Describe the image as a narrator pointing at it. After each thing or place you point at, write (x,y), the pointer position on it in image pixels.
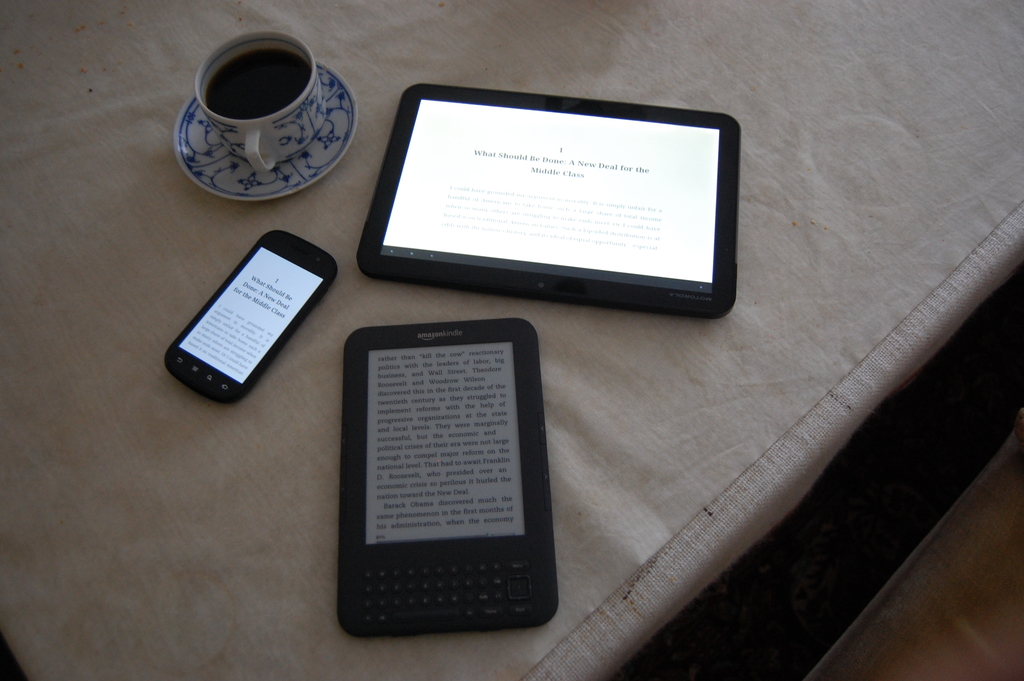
In this picture we can see a platform (870,88) and a cloth (392,11) on it. We can see a saucer (350,114), liquid (301,92) in the cup (309,97), gadgets (516,570). On the right side of the picture (951,568) we can see an object (906,627).
